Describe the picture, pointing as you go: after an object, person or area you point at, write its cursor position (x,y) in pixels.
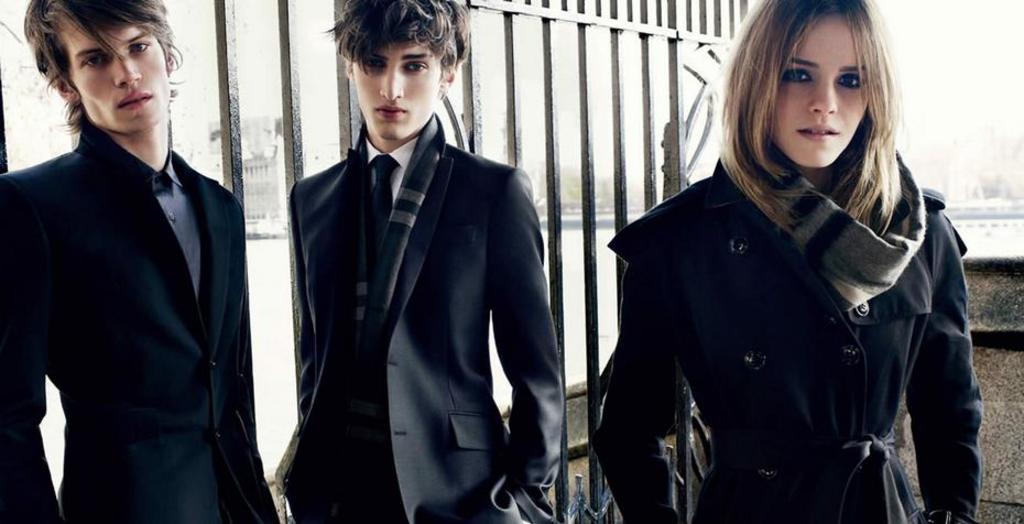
In this image I can see three persons (431,241) wearing black colored dresses (383,327) are standing. I can see the metal gate (703,91), few buildings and the white colored background (948,37).
